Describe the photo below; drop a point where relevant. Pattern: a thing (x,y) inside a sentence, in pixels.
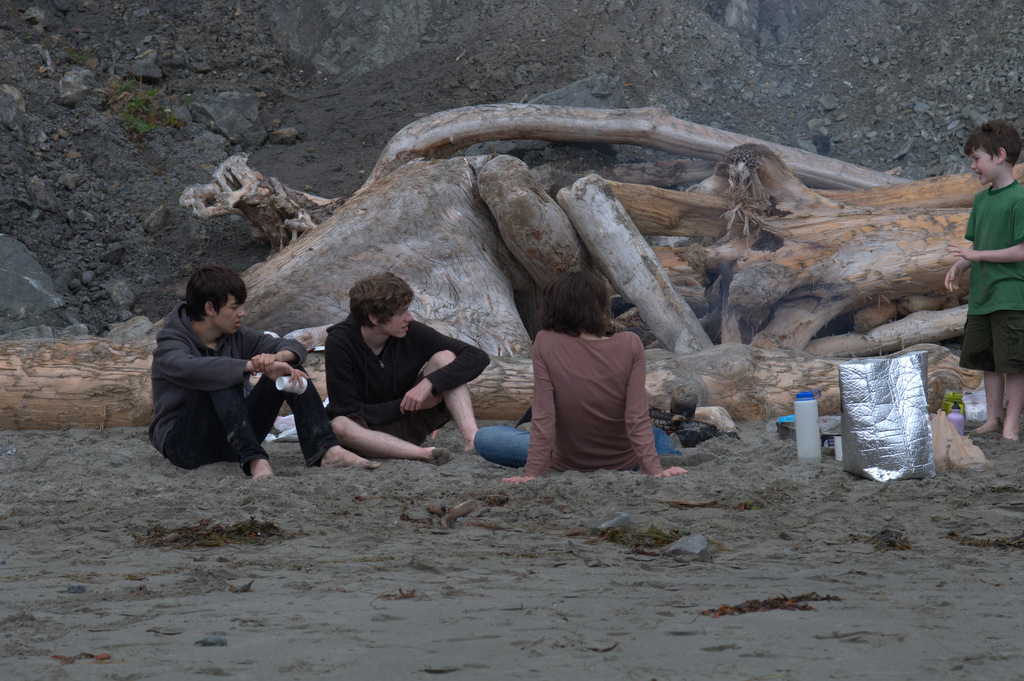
In this image we can see three people (441,421) sitting. There is a cover (880,463), bottle (800,446) and some objects (839,456) placed on the ground (796,545). On the right (1001,179) there is a boy (995,297) standing. In the background (822,231) we can see logs (692,255) and there are rocks (403,76).
